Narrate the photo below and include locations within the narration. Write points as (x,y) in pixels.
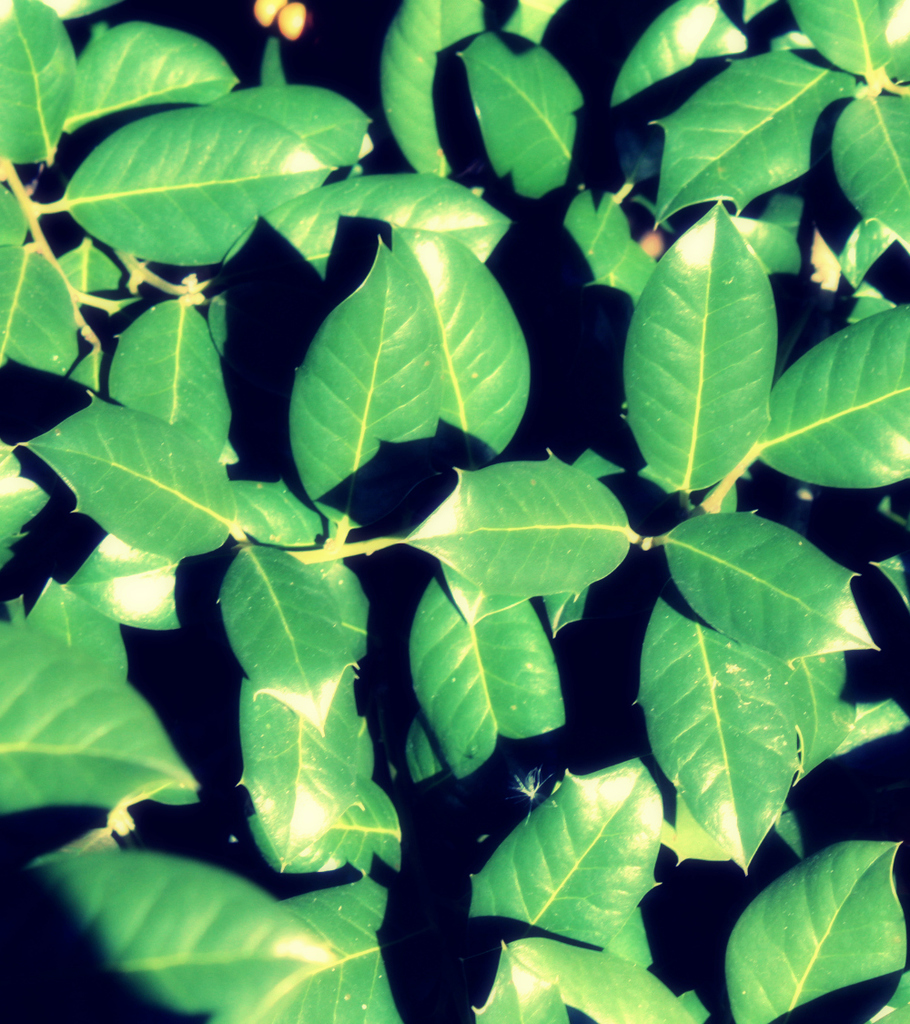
This picture shows green leaves (314,436).
